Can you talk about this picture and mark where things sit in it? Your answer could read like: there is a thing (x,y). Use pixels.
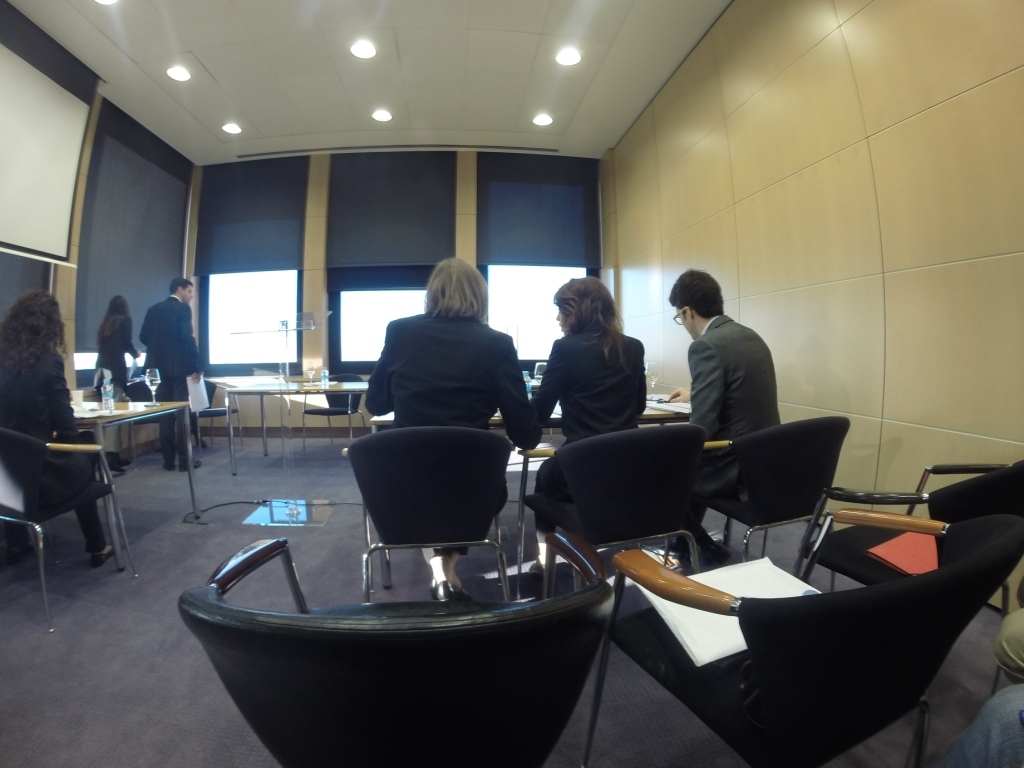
In this image there are group of persons (536,433) who are sitting in the chair (473,466) in a room (343,342) and at the top of the image (567,50) there are lights (565,63) and at the left side of the image (33,197) there is a white color sheet (56,150).
